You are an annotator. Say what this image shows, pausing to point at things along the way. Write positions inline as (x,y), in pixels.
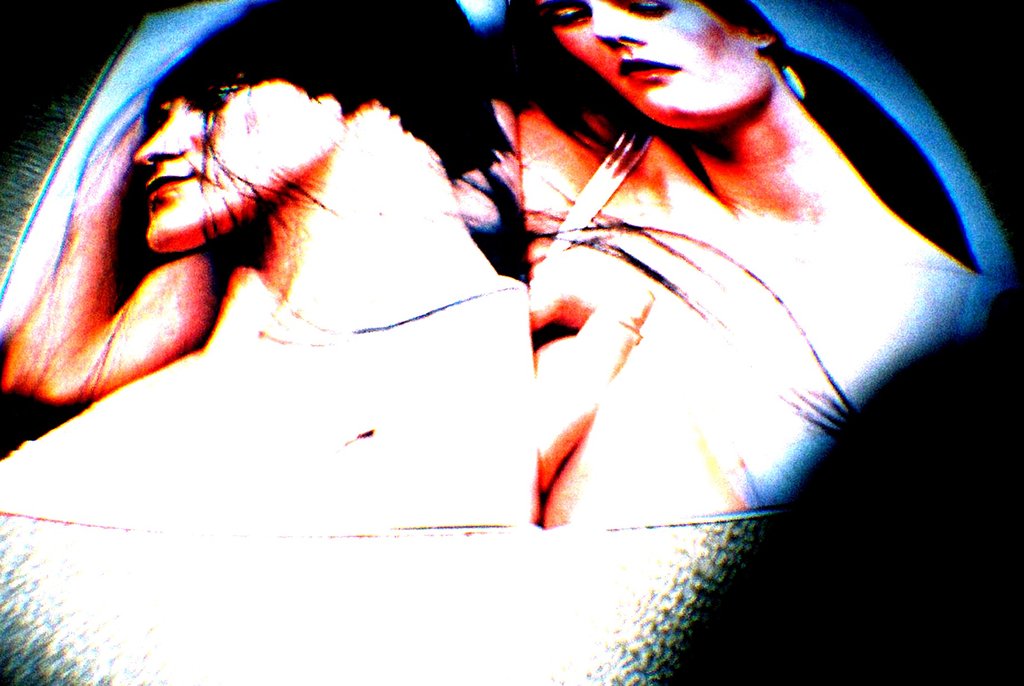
In this book (641,93) we can see a picture (442,122) of a man (311,410) and woman (756,265).
